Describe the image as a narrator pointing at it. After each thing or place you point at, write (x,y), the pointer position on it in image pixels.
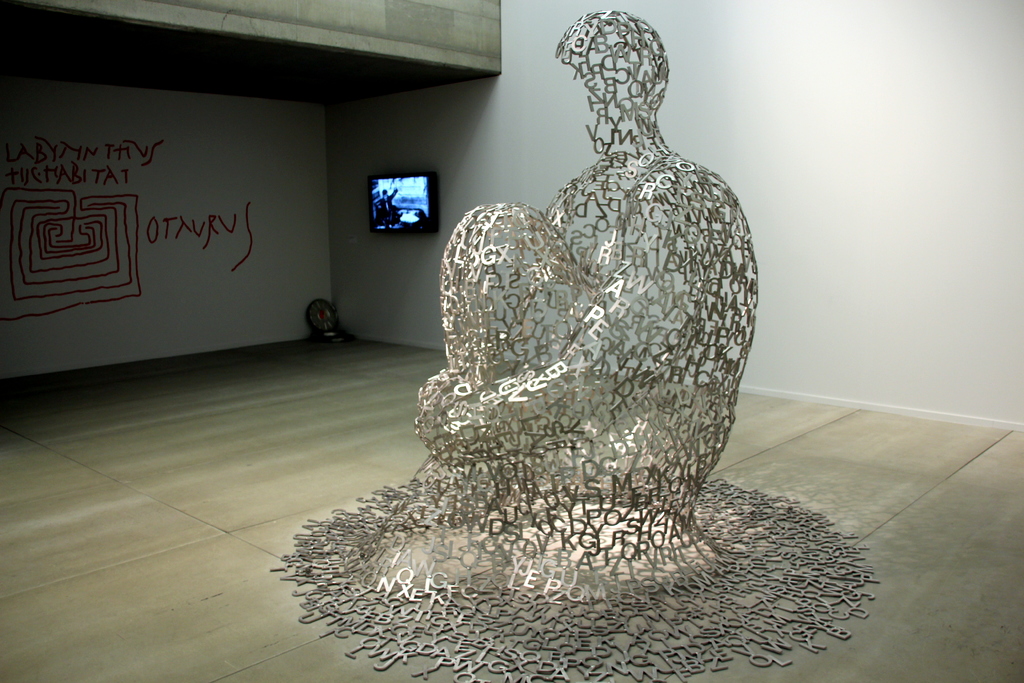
In this image, we can see a statue (585,502) on the floor (50,648). Background (822,160) there is a white wall (833,207), some objects (332,322). Here we can see screen (400,204). Left side of the image (118,268), we can see some text (162,238) and figure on the wall (223,301).
